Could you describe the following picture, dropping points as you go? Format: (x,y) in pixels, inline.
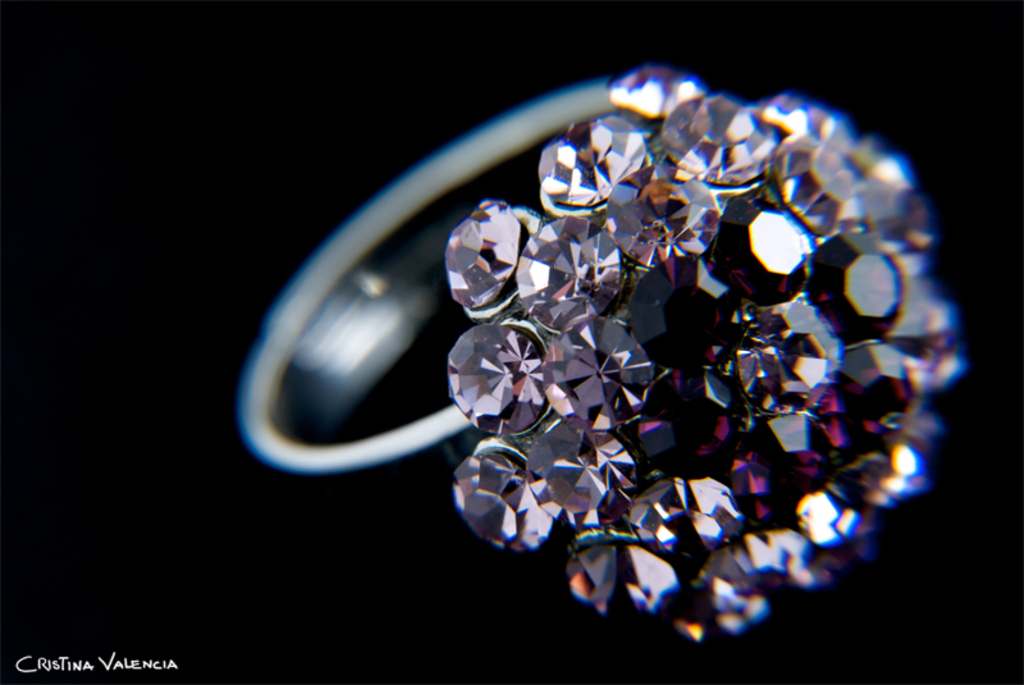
In this image I can see silver colored ring (332,412) to which I can see number of diamonds (593,415) are attached which are white and pink in color. I can see the black colored background (256,522).
